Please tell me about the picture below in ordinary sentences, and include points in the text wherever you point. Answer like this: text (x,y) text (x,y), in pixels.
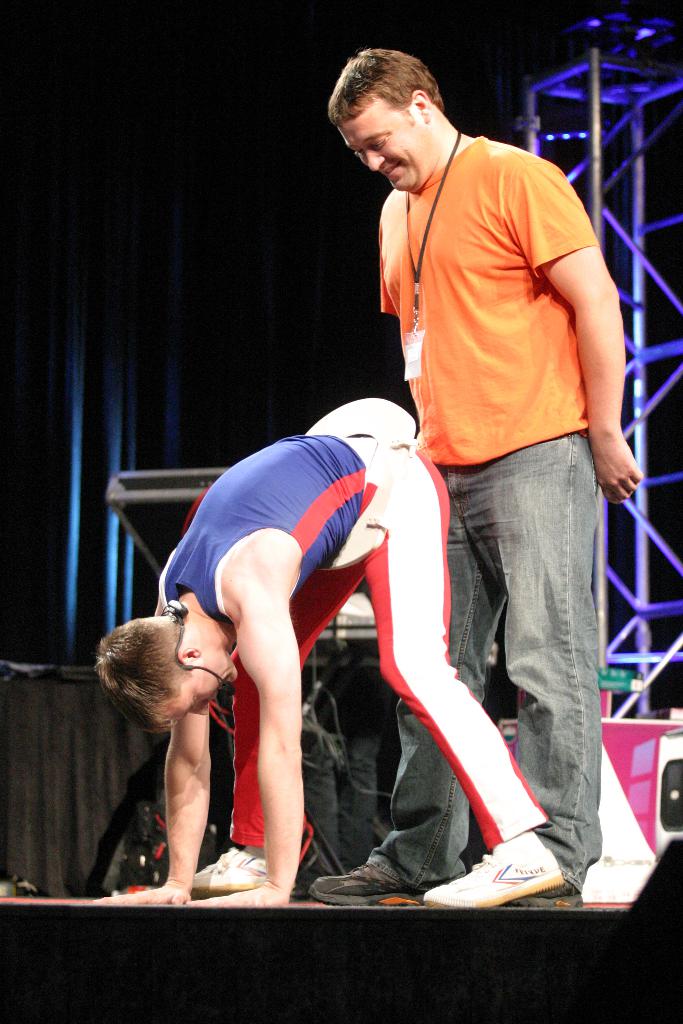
In the image there is a man (212,646) in bending position and he is having mic (184,626). Behind him there is a man (374,162) standing and there is tag (424,250) around his neck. Behind them there are few objects (632,754) on the stage (380,946). And also there are rods (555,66) with lights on it. And there is a dark background (508,66).
